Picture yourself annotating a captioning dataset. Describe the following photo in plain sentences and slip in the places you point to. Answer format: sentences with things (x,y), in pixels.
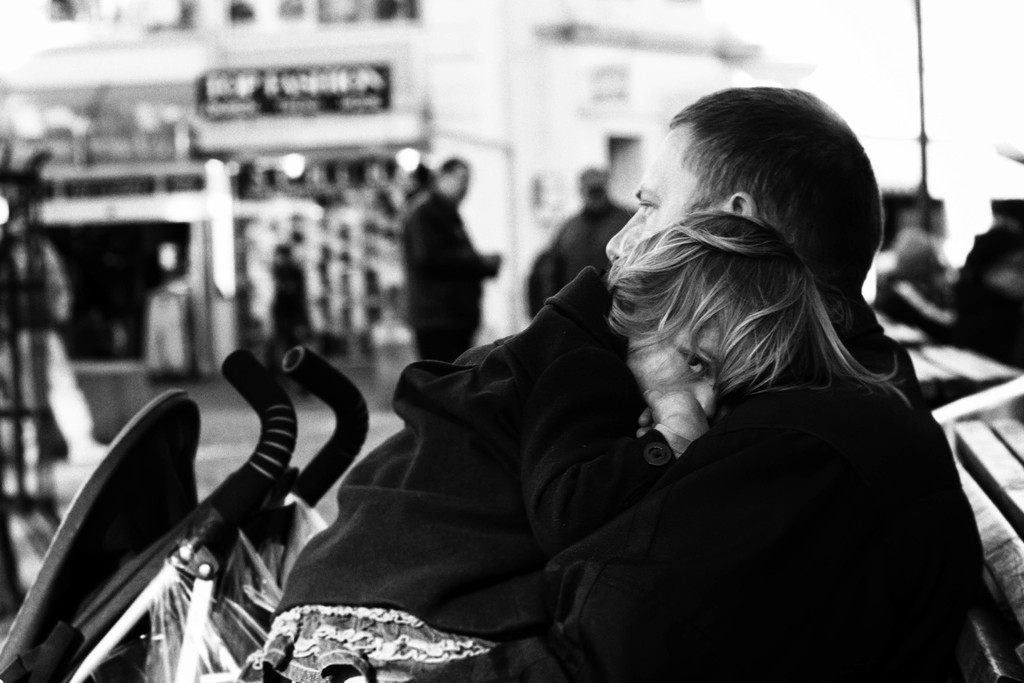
In this image I can see number of people (793,241). I can also see this image is black and white in colour.
